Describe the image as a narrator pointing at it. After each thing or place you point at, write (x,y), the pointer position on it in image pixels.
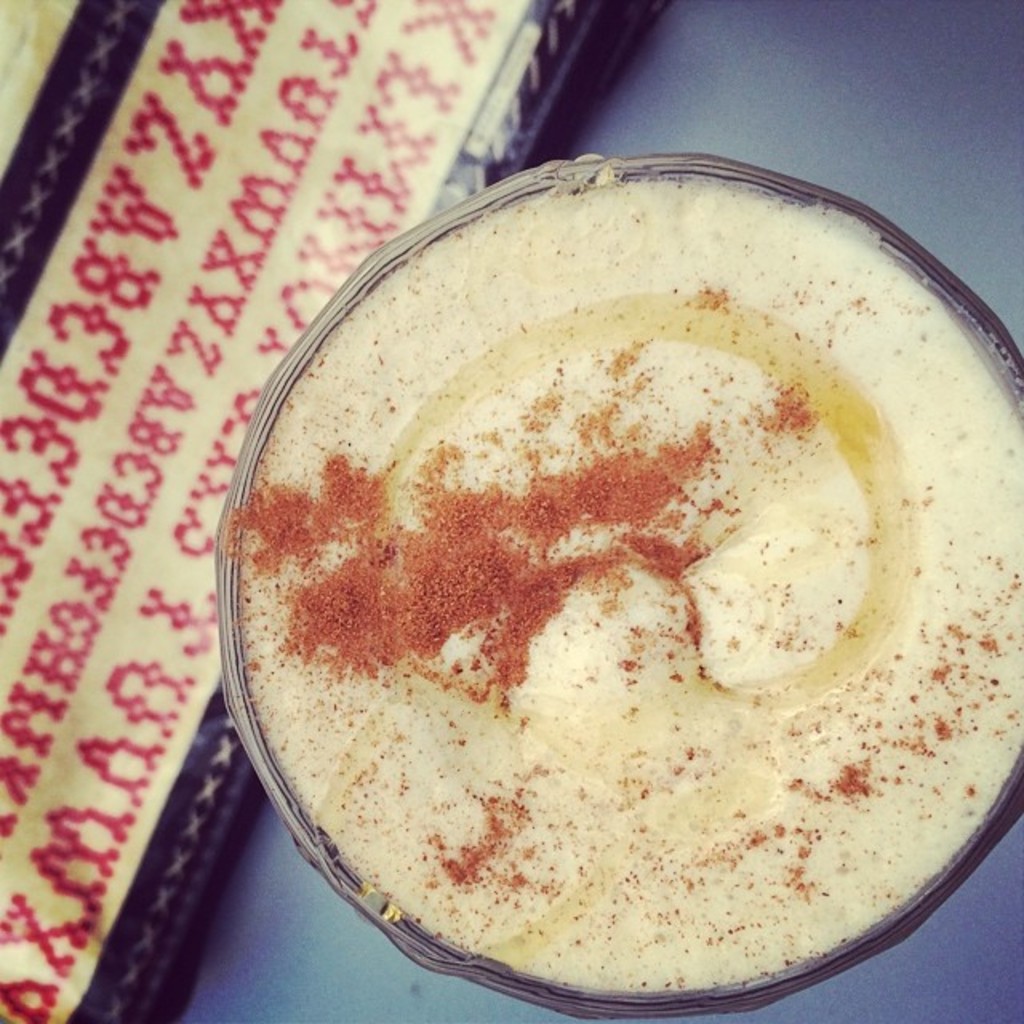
In this picture there is food (775,212) in the bowl (1003,347) and there is text (201,162) on the cloth (253,138). At the bottom (321,984) it looks like a table (274,965).
